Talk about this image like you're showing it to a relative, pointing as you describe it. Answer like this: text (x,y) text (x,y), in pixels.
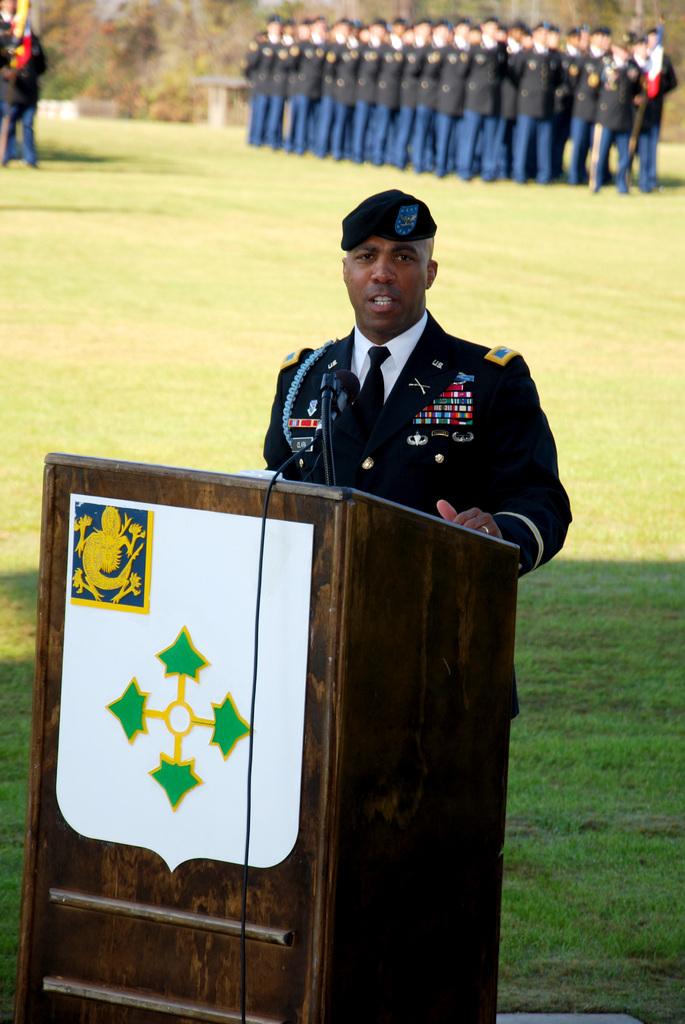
This is the man (468,448) standing. This looks like a wooden podium (243,607) with a mike (330,378). In the background (296,128), I can see a group of people (333,84) standing. This is the grass (147,402).
